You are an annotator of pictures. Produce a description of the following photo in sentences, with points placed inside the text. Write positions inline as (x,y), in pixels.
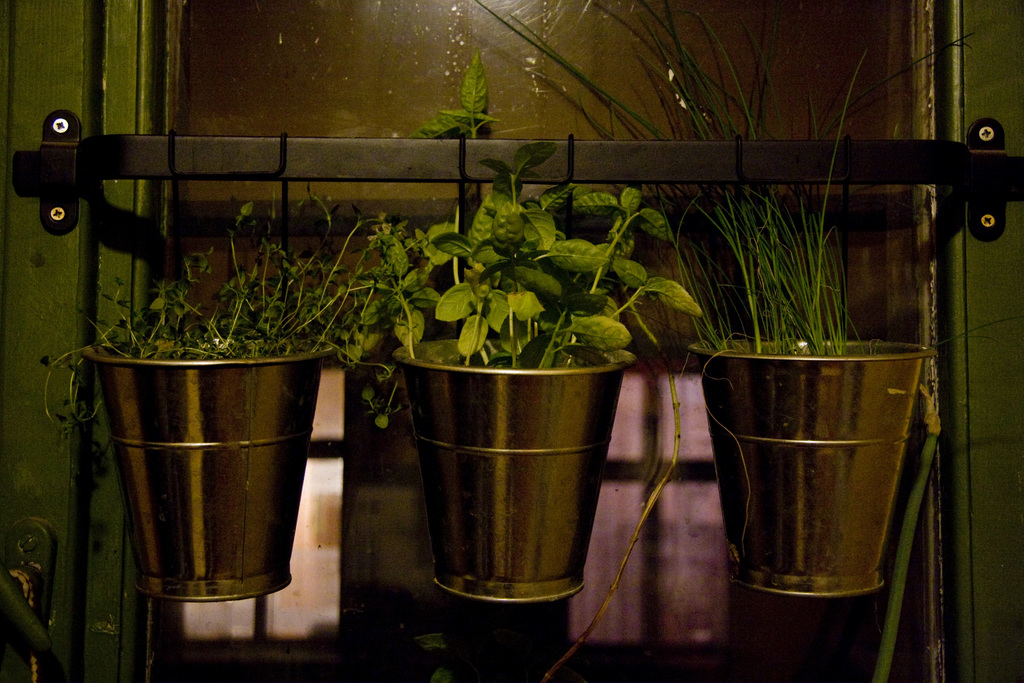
In the center of the picture (541,449) there are buckets (239,363), plants (213,332) and grass (715,310). In the center of the picture (678,331) there is a window (225,41) and an iron bar (424,155).
